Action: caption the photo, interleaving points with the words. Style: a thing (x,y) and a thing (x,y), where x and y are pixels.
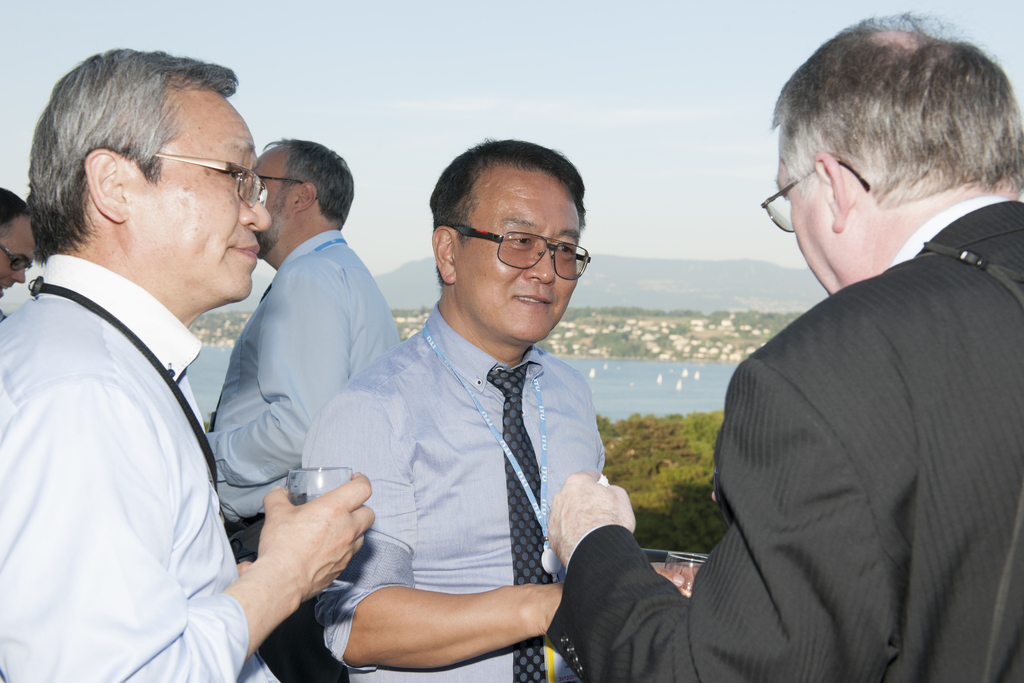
In this image we can see people (769,566) standing and holding glasses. In the background (643,402) there is water (649,368), hills (807,294), trees (661,311) and sky (515,131).
